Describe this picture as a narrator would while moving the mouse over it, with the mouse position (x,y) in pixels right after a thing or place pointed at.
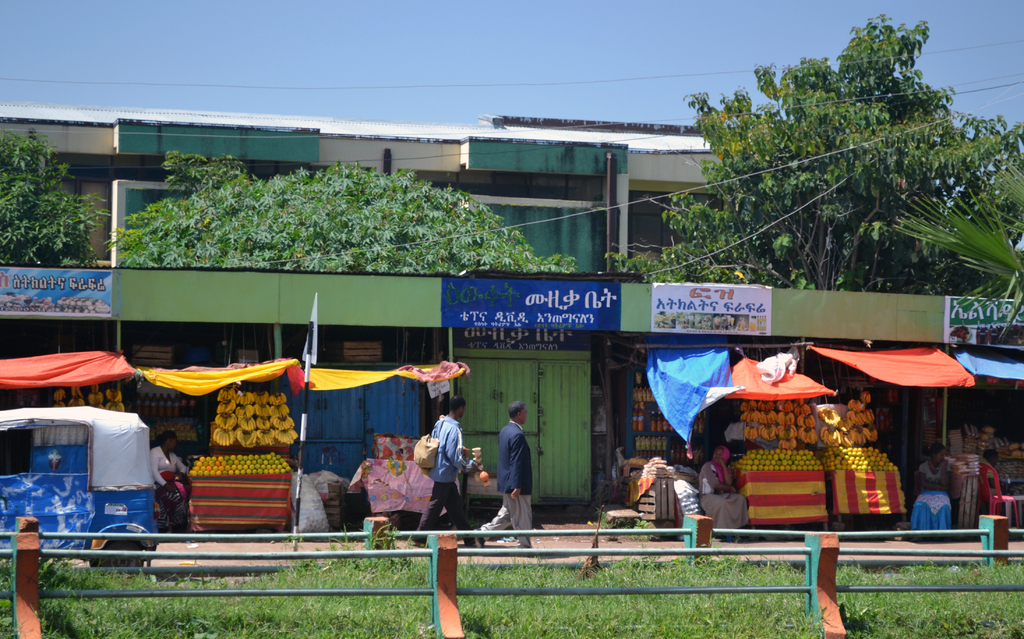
In this picture I can see the grass (558,623) at the bottom (503,620), in the middle (455,407) two persons (469,541) are walking. There are fruits (745,415) stored on either side of this image, in the background (589,329) there are trees (185,177) and a building (625,162). At the top (676,84) there is the sky (709,91).
